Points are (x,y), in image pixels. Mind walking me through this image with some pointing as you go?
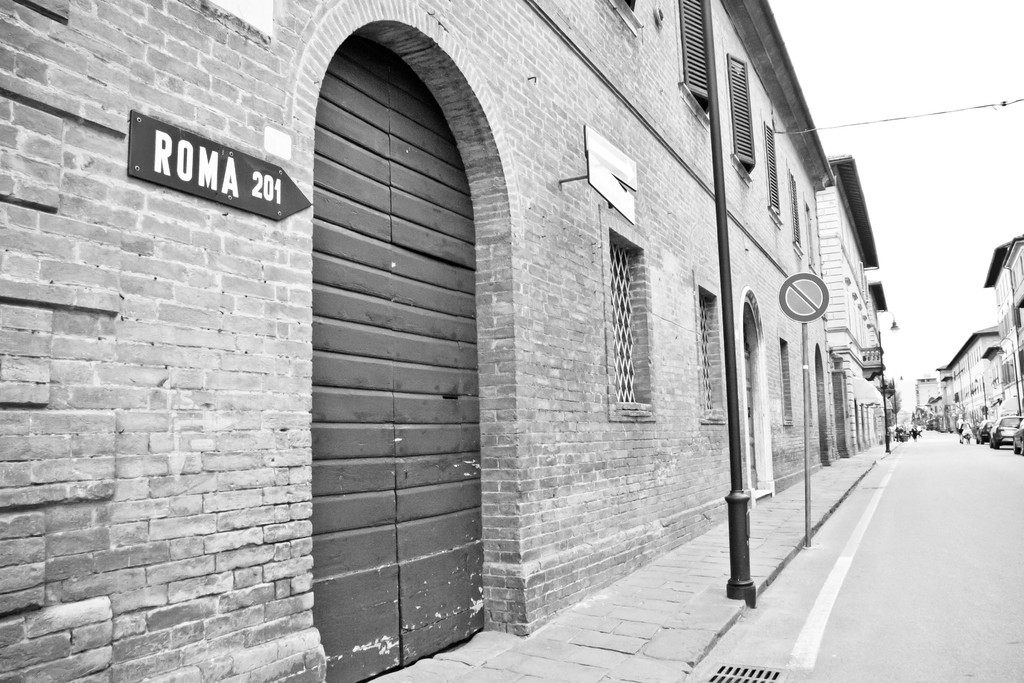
This is a black and white picture. In this picture there are buildings (608,209), door (397,328), windows (698,73), poles (708,38) and footpath (758,514). On the right (985,349) there are cars (987,436), buildings (939,386) and road (929,491).
